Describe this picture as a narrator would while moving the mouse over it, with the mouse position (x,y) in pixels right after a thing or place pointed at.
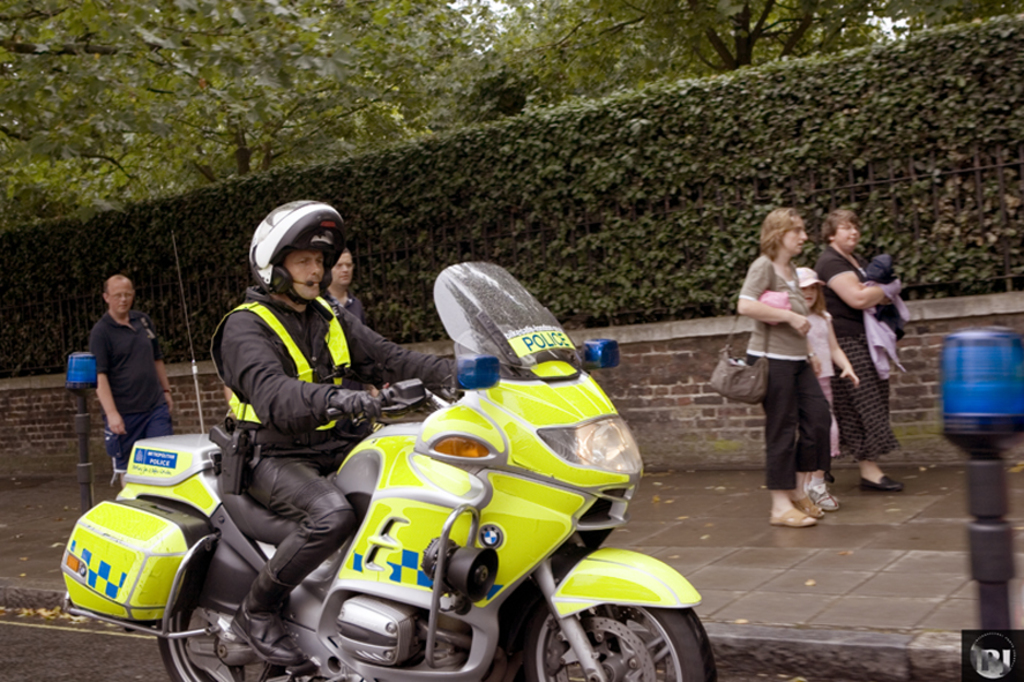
In this picture we can see a man (229,341) sitting on bike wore helmet (264,278), jacket (264,404) and riding the bike (522,544) and beside to him there is a foot path (891,517) and some persons (127,308) are walking on foot path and in background (176,128) we can see trees (795,50).
